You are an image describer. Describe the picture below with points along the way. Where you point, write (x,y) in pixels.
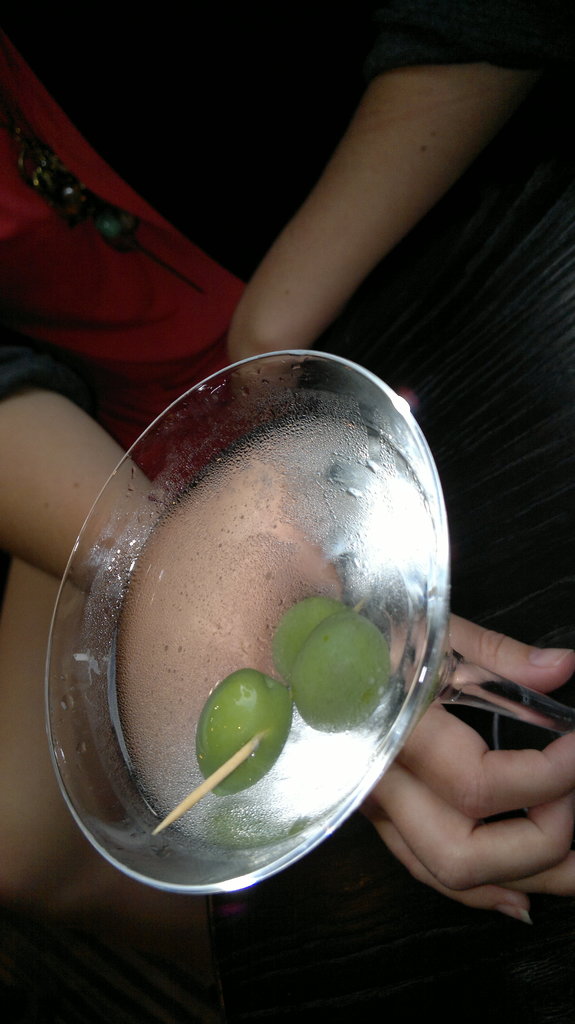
As we can see in the image there is a person (163,234) and a table (502,319). On table (571,612) there is a glass (312,703). In glass (350,762) there are olives (321,702) and water (224,628).
